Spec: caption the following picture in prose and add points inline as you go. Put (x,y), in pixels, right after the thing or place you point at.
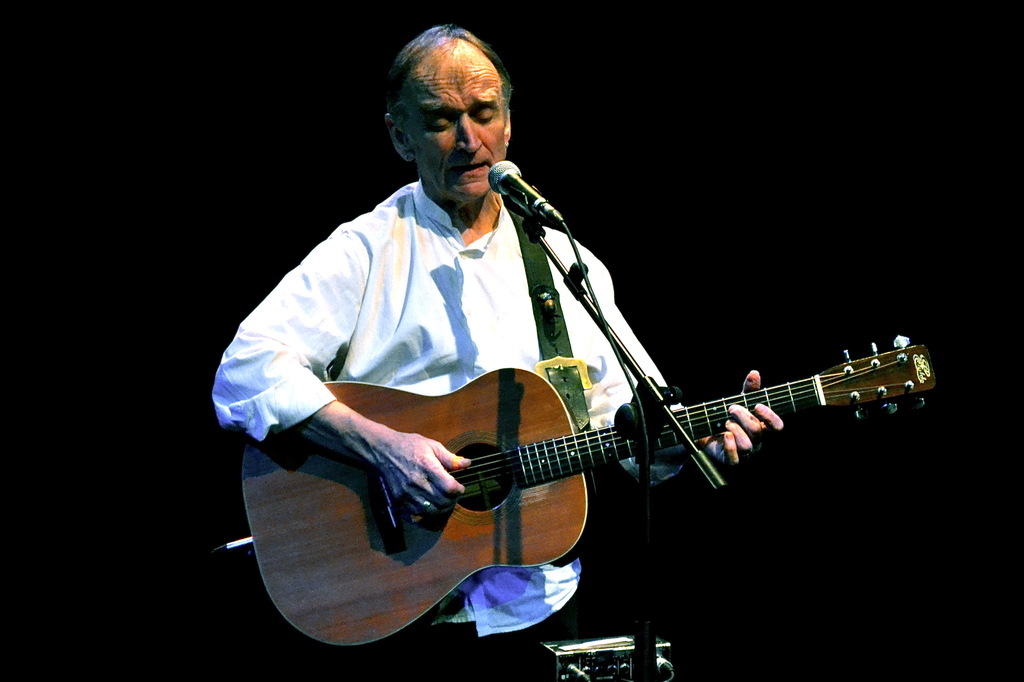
In this image I can see a man (461,667) is standing and holding a guitar (441,435). I can also see a mic (520,177) in front of him. Here I can see he is wearing white shirt (392,321).
